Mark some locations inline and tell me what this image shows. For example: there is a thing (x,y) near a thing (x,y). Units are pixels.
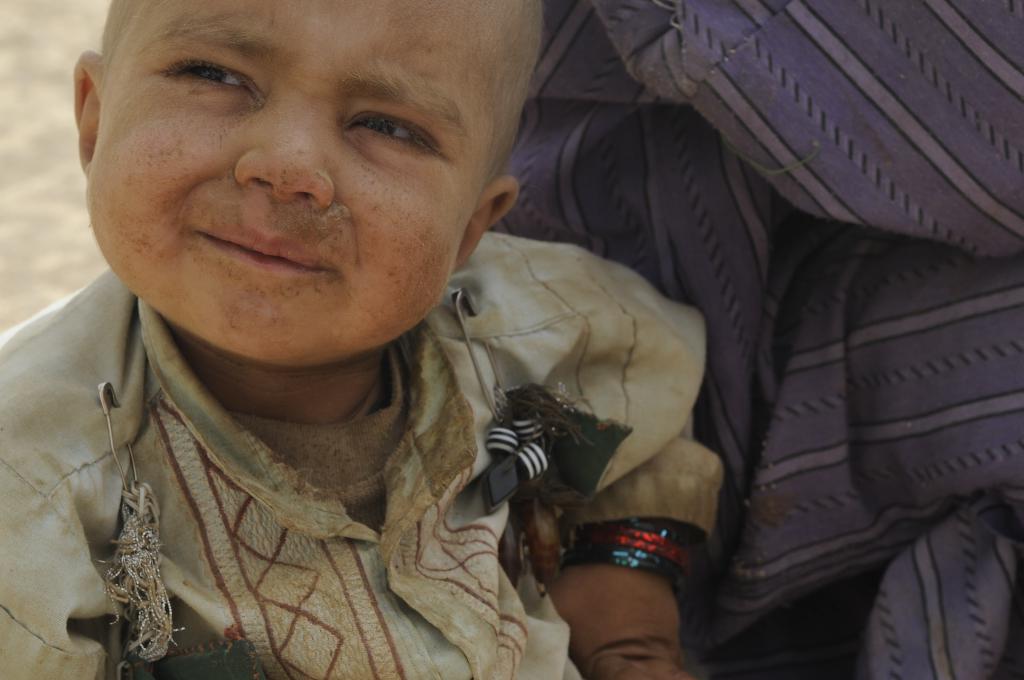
In the image there is a small kid (170,567) with dusty dress (20,448) and there is dust (299,227) on all over him, beside him there is a cloth (863,237), there are two safety (473,303) pins on the dress (499,316) of the boy (495,350).
